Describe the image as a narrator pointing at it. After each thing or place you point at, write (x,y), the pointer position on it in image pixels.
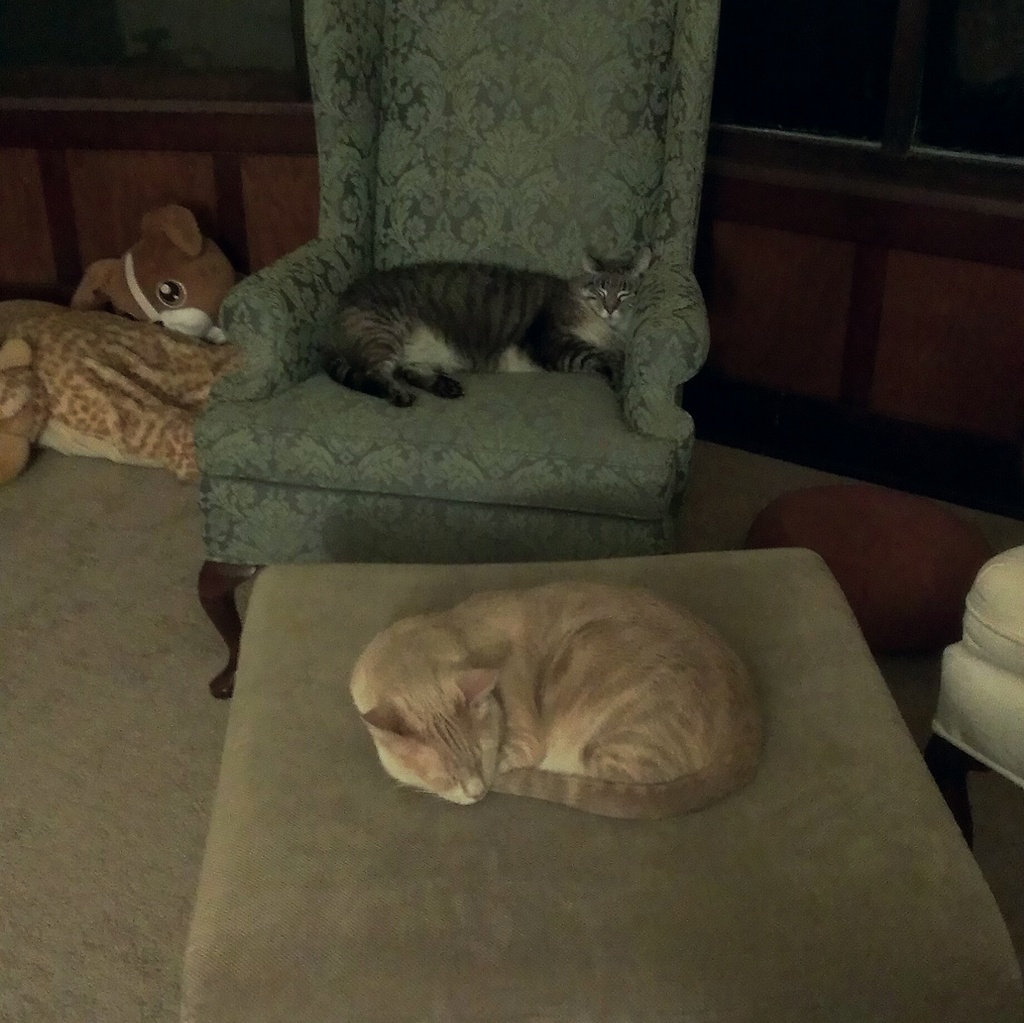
In this picture, we can see two cats (616,272), we can see some objects (508,430) on the ground (53,473) like toys (184,383), chairs (326,377), we can see the background (915,302).
